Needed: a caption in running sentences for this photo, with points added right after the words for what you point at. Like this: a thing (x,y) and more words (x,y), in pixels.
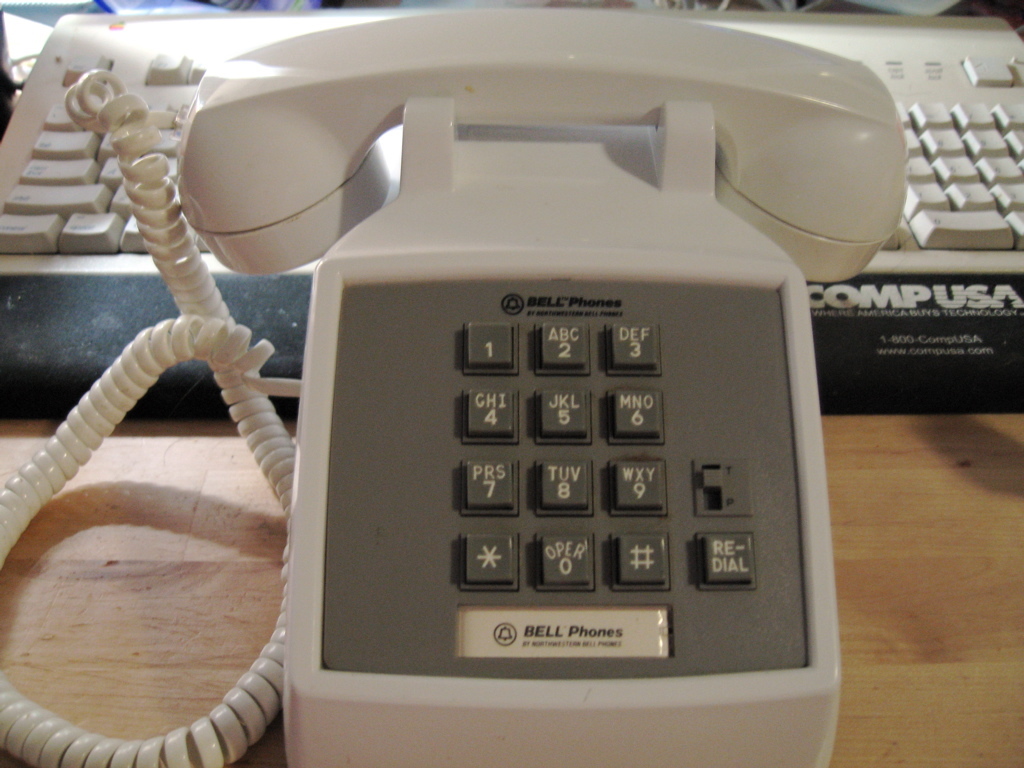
In this image, in the foreground (803,210) we can see a telephone (215,294) and in the background (1005,233) we can see the keyboard (963,56).
